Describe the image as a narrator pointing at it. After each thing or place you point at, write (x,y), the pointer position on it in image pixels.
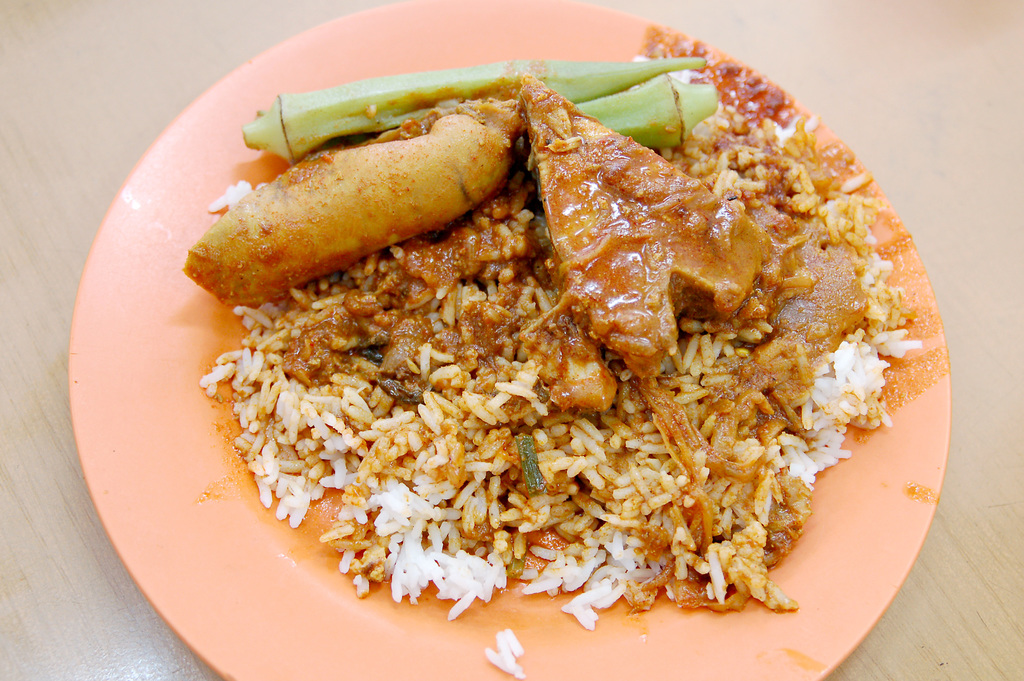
In this image there is food (391,264) in the center (574,385) which is on the plate (172,518).
